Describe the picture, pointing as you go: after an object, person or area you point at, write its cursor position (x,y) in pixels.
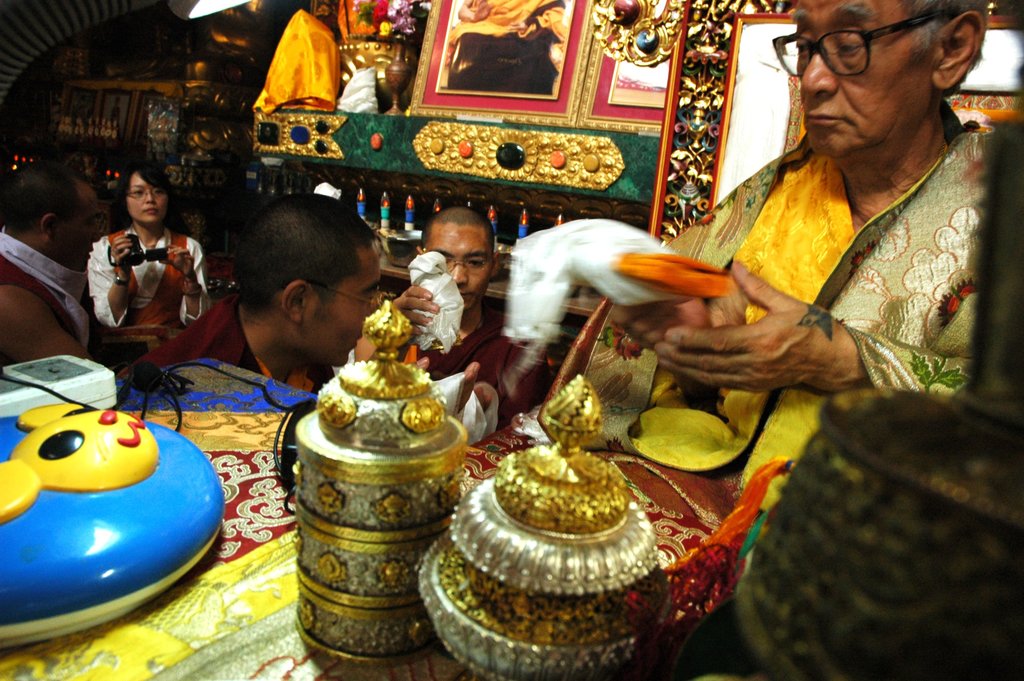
In this picture there are people (118,288), among them there is a woman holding a camera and we can see cables (179,409) and few objects (42,404) on the table (248,572). In the background of the image (553,118) we can see frames (559,68), flowers (401,36) in a vase (392,69) and objects (395,90) on the platform (404,140).
